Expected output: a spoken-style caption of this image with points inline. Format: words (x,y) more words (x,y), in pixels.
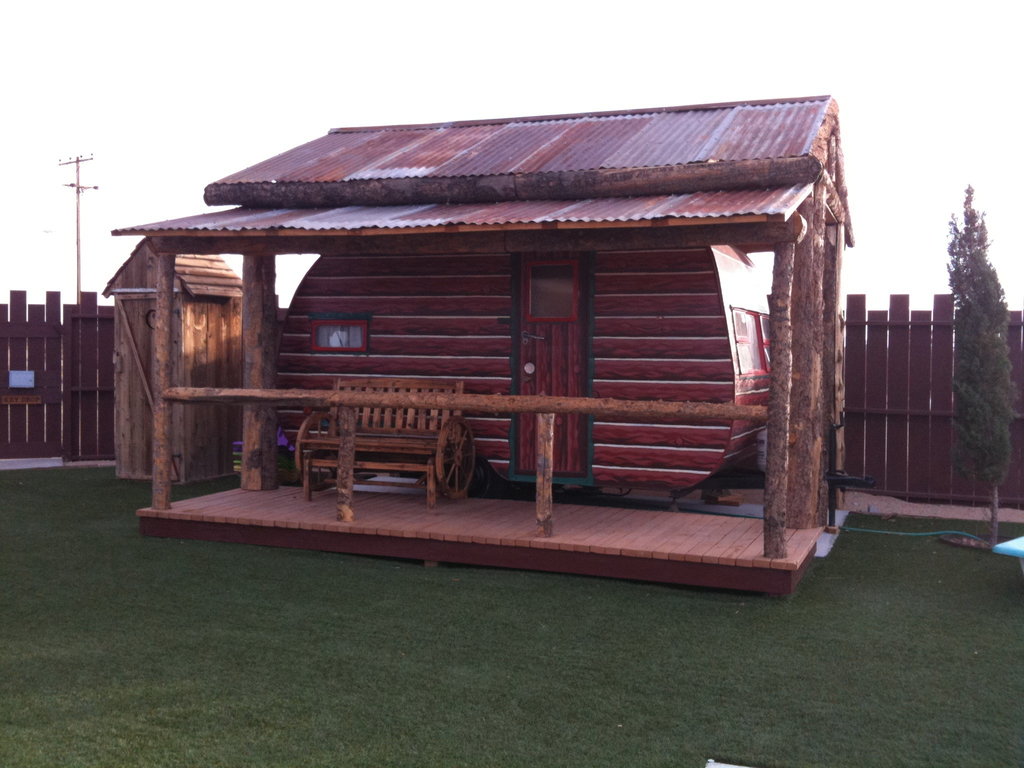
In the middle (392,409) there is a wooden house (561,337) inside that there is a bench (403,420) and door (542,382). On the left (143,363) there is a small wooden house (147,392). In the background (879,463) there is a fence (925,382), plant (985,337), pole (79,225) and sky (273,67).
